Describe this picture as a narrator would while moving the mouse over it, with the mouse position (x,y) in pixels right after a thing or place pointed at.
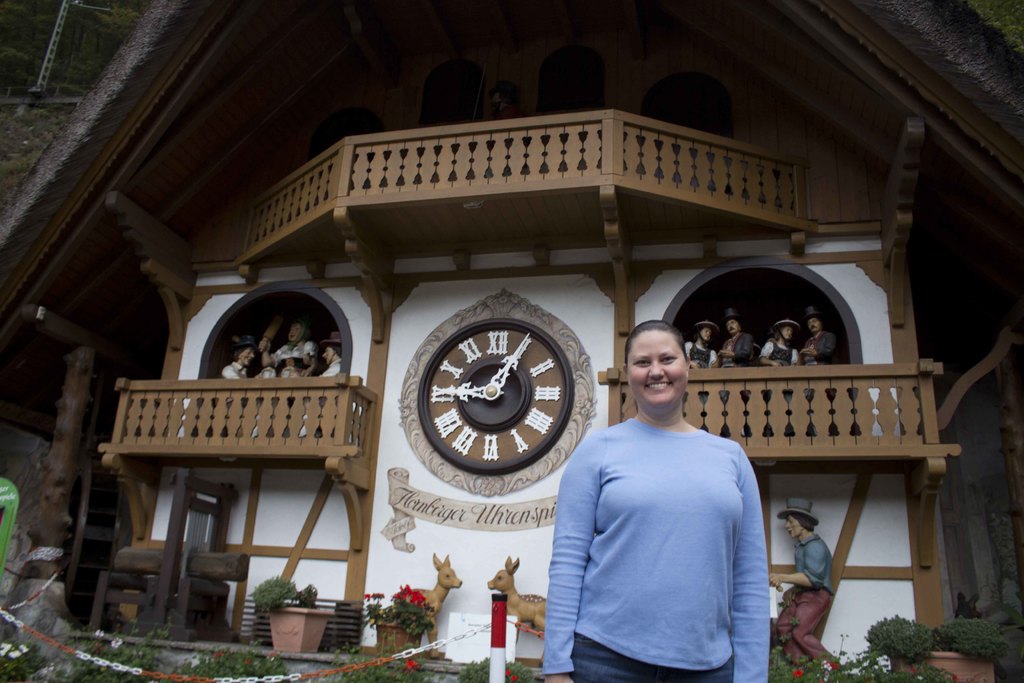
In the middle of the image (622,438) we can see a woman (624,495), she is standing and she is smiling, behind to her we can find few statues (808,587), plants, flowers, clock (562,370) and a building (794,313), and also we can see few metal rods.
